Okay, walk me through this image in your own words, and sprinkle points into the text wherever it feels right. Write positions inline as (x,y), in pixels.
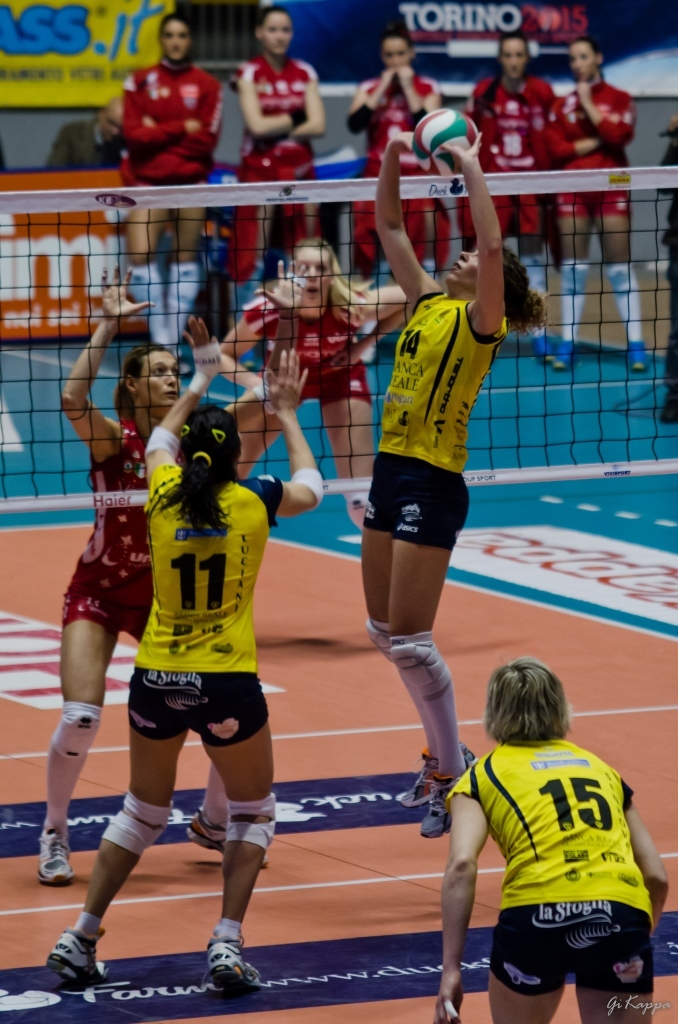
In this picture few women players (310,347) playing volleyball and I can see a net (30,256) and few players (564,122) standing on the back (249,132) and few advertisement boards (40,66) with some text (109,59) on them.
